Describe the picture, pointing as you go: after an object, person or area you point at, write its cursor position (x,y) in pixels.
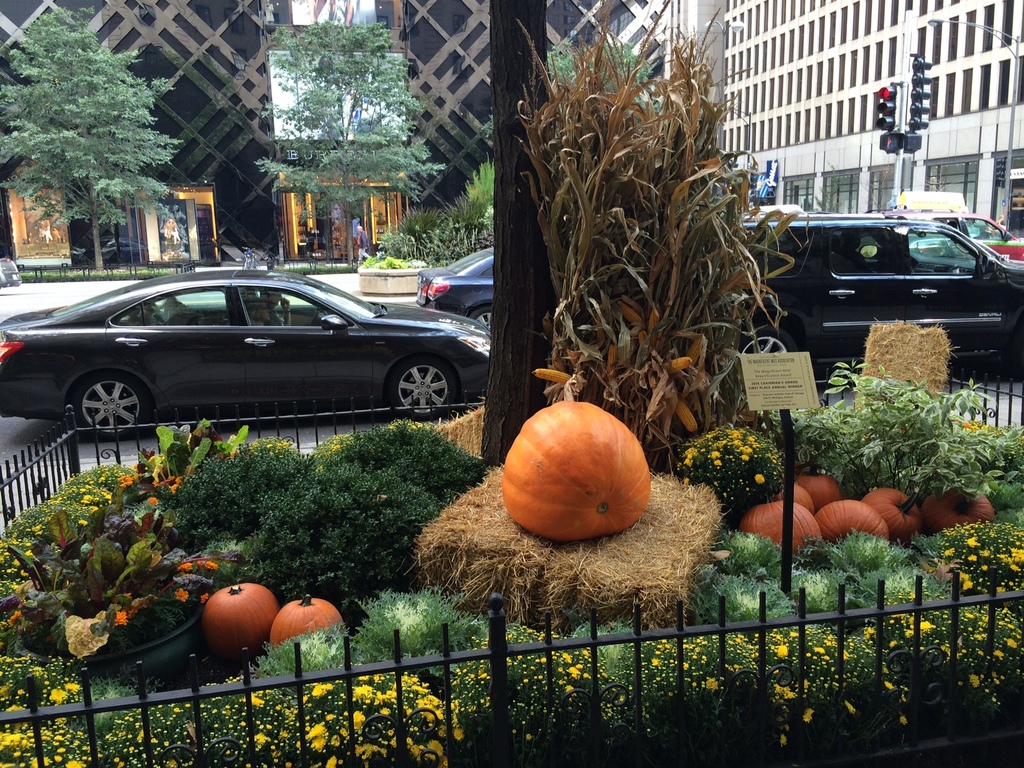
In this image there is a tree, plants (340,541), flowers (970,527), vegetables (597,501), dry grass (606,177) and a label (760,377), around this there is a railing (142,758). There are a few vehicles (187,317) moving on the road (13,290), signals (887,89), trees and buildings (207,195).
